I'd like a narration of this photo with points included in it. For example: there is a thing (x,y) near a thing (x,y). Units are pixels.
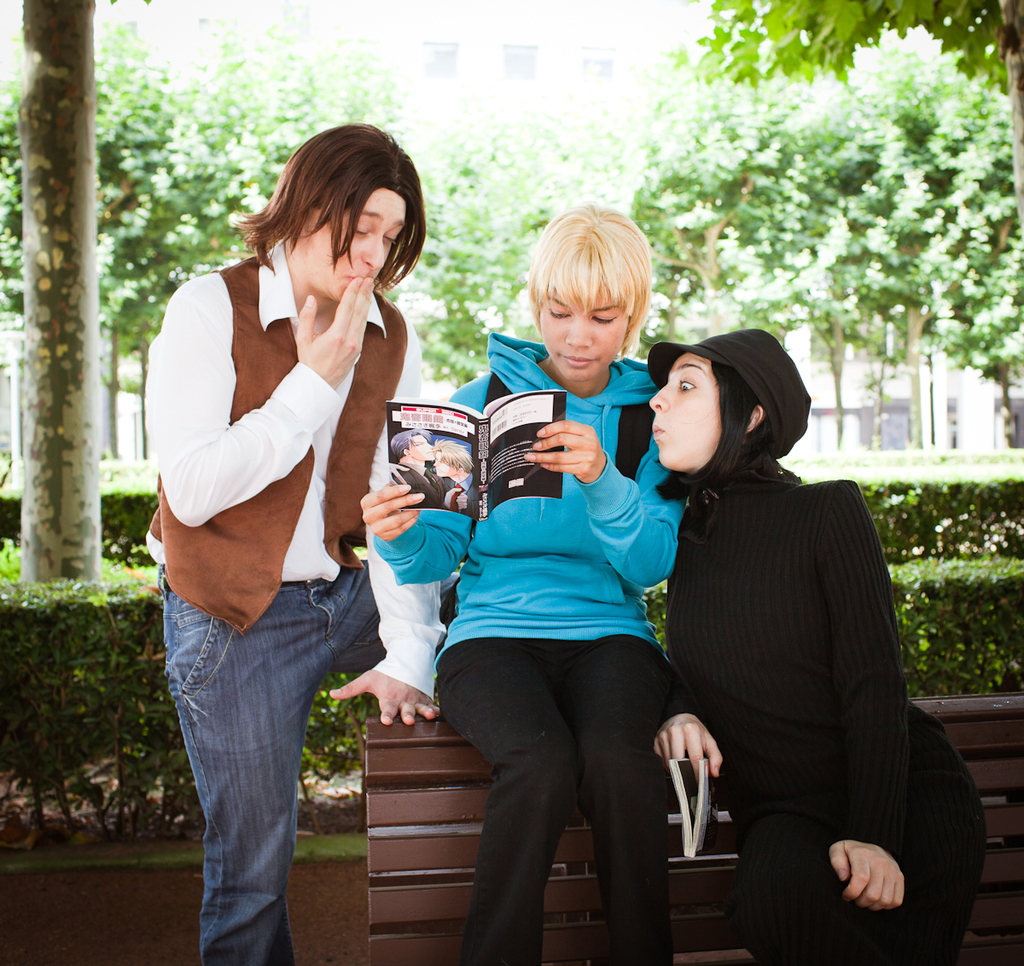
In this picture I can see three persons (369,490), two persons (957,886) holding books (710,815), there is a bench (442,831), there are plants (942,653), trees (107,321), and in the background (456,67) it is looking like a building (466,55) with windows (511,49).
